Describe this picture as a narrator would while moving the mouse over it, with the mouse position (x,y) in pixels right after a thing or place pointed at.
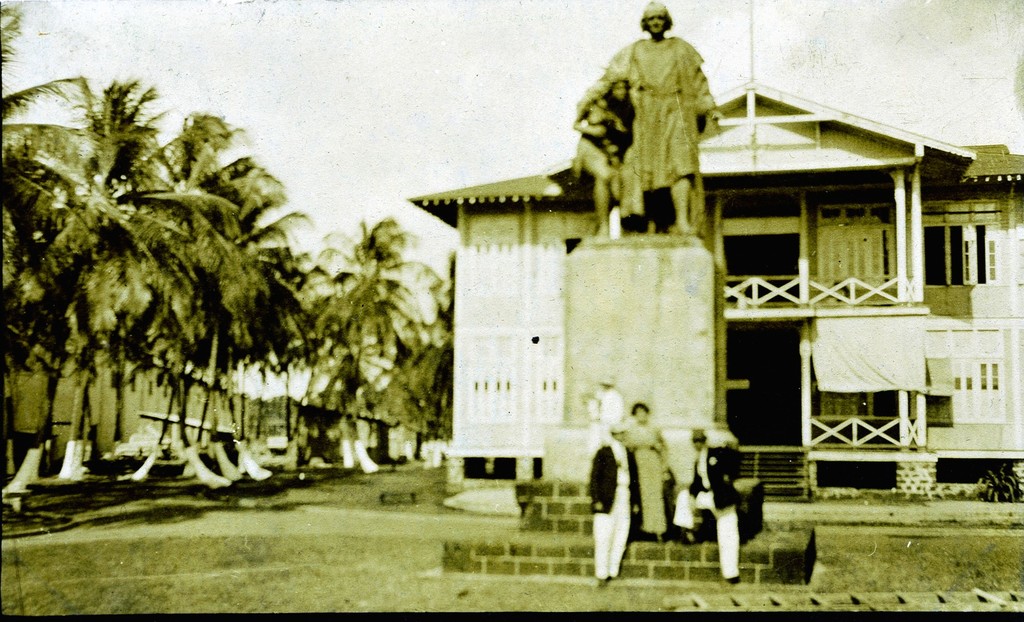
In this picture we can see four people (707,501). There is a statue (669,459). We can see a few trees (293,281) and houses (158,415) on the left side (193,381). There is a house (965,233) behind the statue (690,144).
